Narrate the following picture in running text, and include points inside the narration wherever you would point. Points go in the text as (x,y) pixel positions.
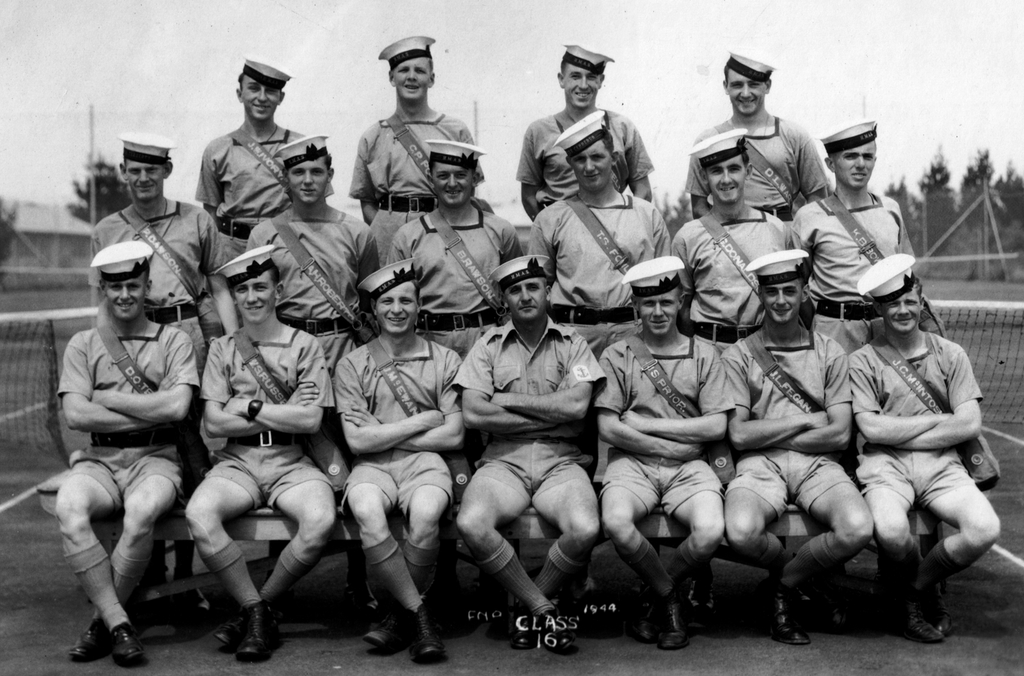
There are some people (562,350) sitting and standing. They are wearing caps (715,155). In the back (984,334) there are trees (974,168) and net (37,328). And it is blurred. At the bottom (538,618) something is written.
